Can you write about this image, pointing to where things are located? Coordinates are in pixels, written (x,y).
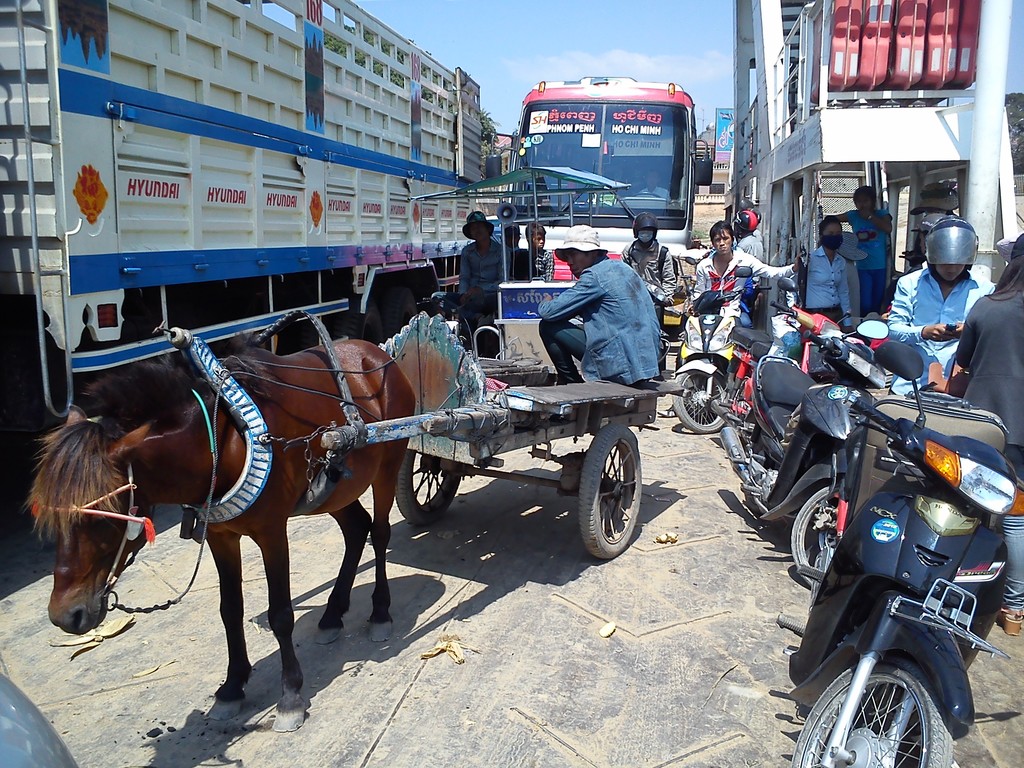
This image consists of a horse cart (378,442). The horse (165,462) is in brown color. There are many vehicles (221,309) in this image. To the left (263,100), there is a truck (330,114). In the front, there is a bus (591,162). And there are many people (643,365).
